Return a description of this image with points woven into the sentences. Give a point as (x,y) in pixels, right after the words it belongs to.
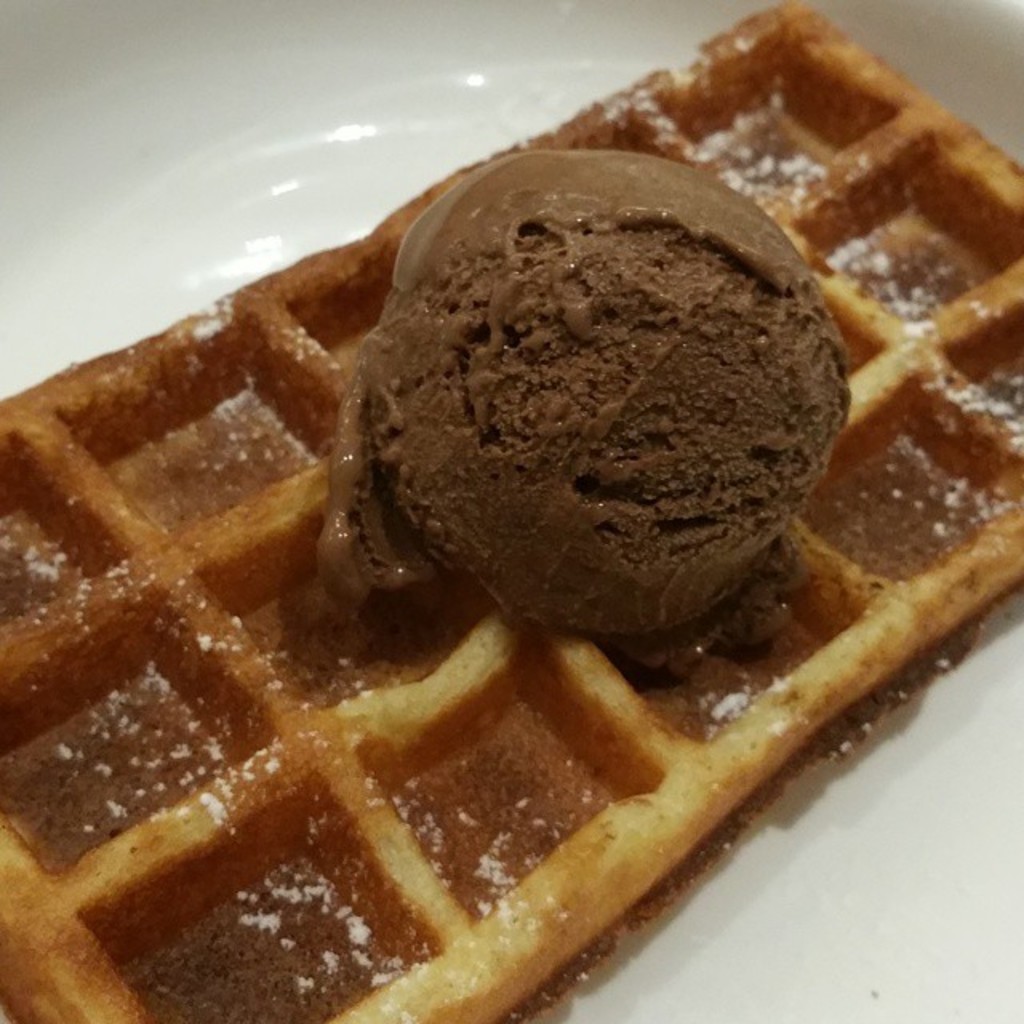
In this image I can see an ice cream (640,496) and wafer (778,722) in the plate (853,867). The ice cream (549,499) is in brown color and the plate (765,937) is in white color.
